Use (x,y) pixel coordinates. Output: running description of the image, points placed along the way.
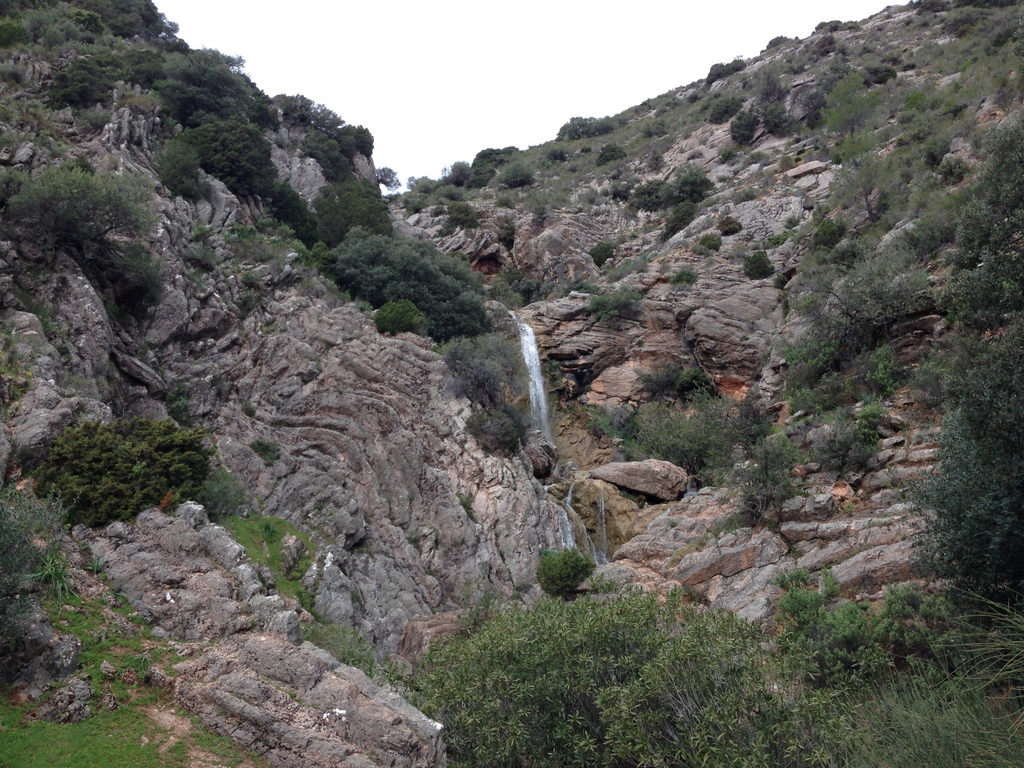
In this image I can see number of trees (98,454) and here I can see grass (73,761). I can also see few rocks (484,544).
